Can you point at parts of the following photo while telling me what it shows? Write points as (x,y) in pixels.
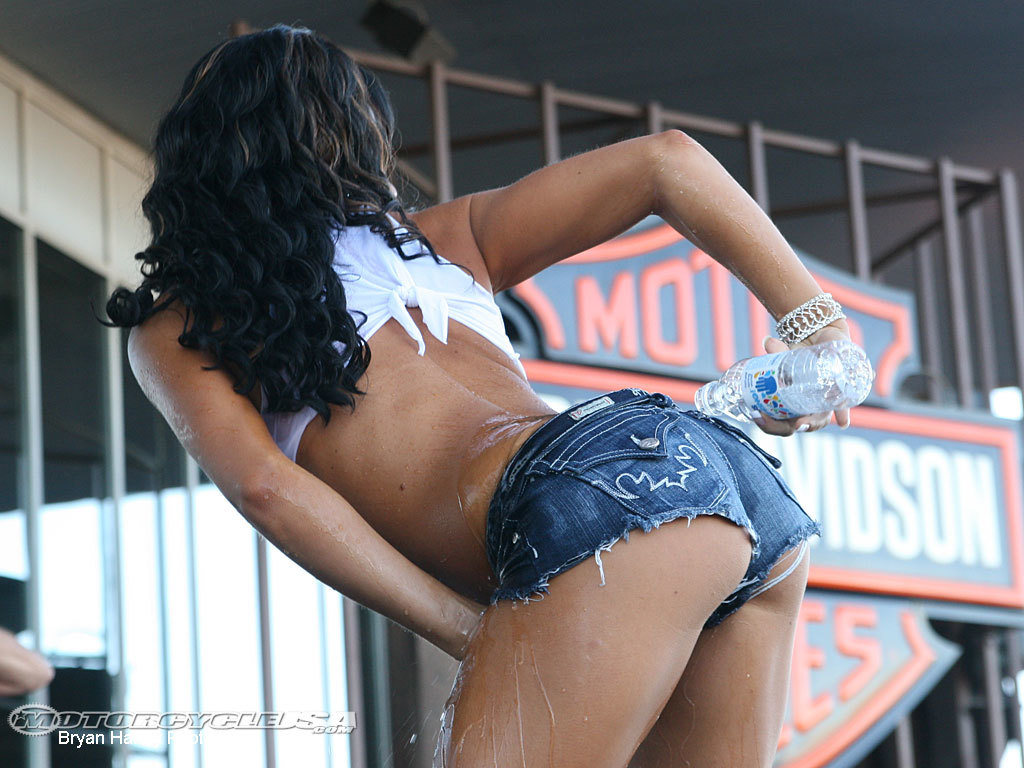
In this picture we can see a woman (508,234) holding bottle (792,407) in her hand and pouring water (741,386) on her back (370,474). We can see some fencing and few boards (980,437) are visible on this fencing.
